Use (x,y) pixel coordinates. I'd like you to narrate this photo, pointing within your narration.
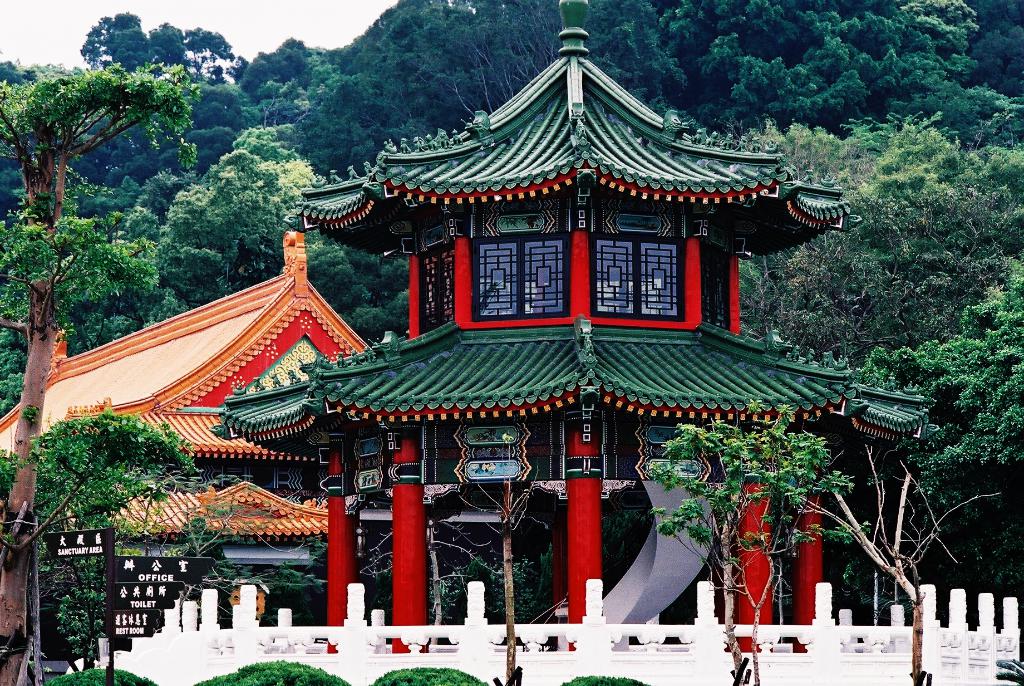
In this image there are buildings (531,413). There are trees (745,442). There are plants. There is a sky (140,13). There are boards (157,566) on the left side (117,621).
